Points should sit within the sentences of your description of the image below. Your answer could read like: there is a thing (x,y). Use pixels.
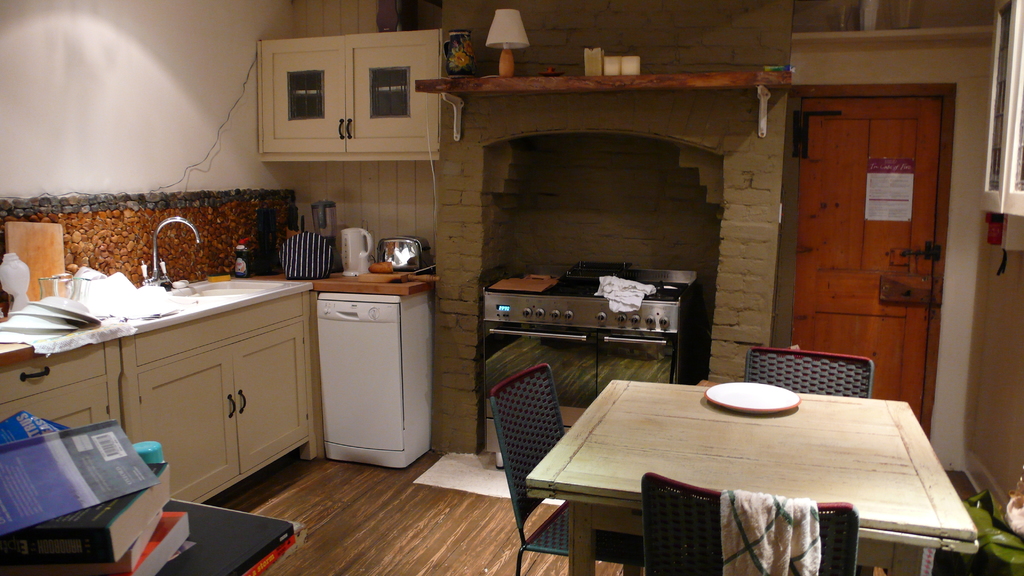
In this image I can see the floor (419,554), a table (581,460), few chairs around the table (865,446), a plate (790,405), few books (125,473), the counter top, a sink (241,287), a tap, few objects (62,339) on the counter top (158,320), the wall (616,33), few cabinets (63,357), a dishwasher (349,377), a gas stove (580,279), a lamp (501,24) and the brown colored door (862,311).
